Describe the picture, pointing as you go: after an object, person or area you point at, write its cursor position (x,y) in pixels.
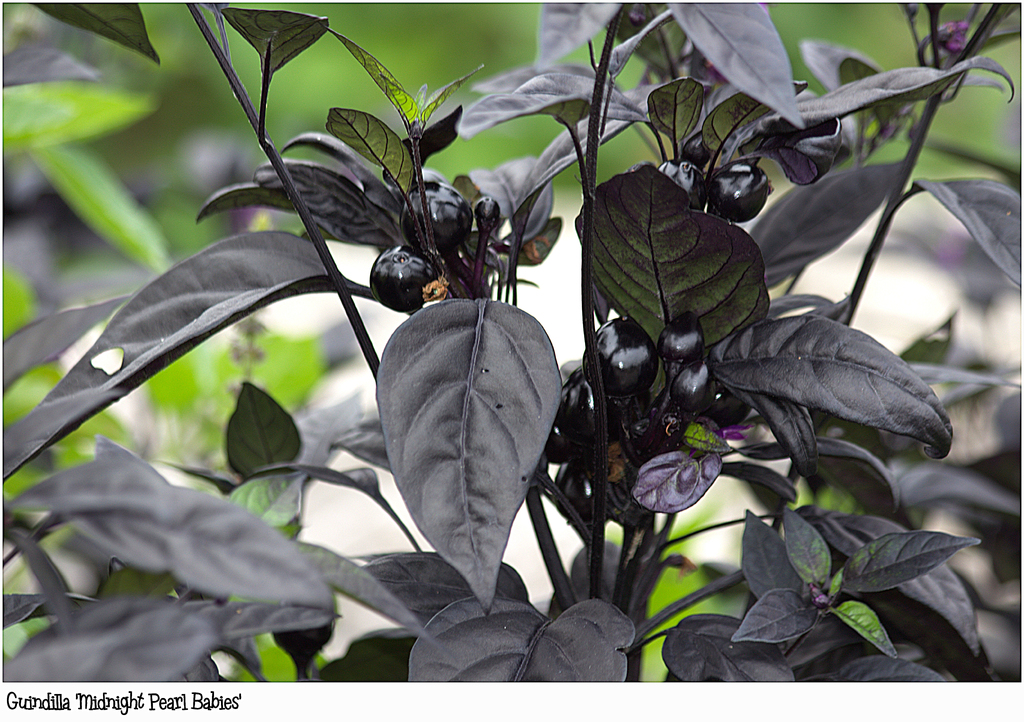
In this image I can see there is a plant (460,509) and it has few berries (385,285) and there are few leaves (67,171). The background of the image (302,69) is blurred.
